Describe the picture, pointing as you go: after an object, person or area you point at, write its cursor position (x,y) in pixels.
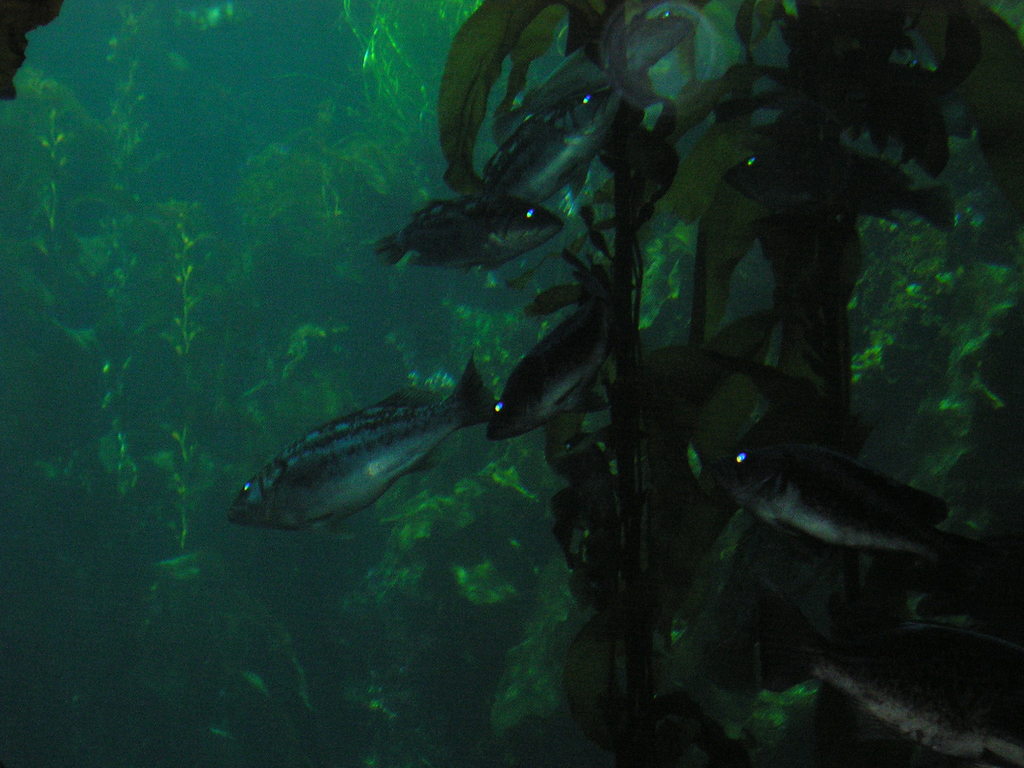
In this picture there are several fishes (918,625) in the underwater (494,514). Behind there is a plant (638,267). In the background (183,269) there are some algae (668,295) and green plants (176,216) in the sea water (176,216).
